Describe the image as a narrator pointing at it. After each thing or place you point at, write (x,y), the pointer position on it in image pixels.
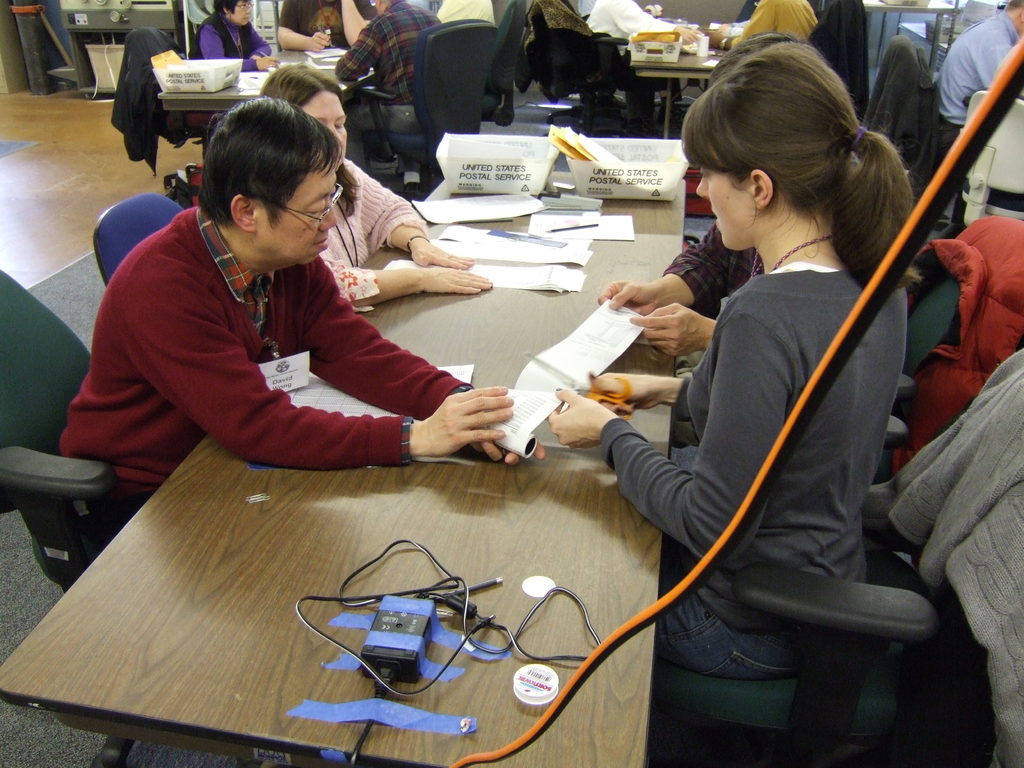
Here we can see a group of people (296,264) sitting on chairs (111,466) with their hands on table (534,500) and at the back (341,45) there are also people (720,40) sitting on chairs (441,67).
